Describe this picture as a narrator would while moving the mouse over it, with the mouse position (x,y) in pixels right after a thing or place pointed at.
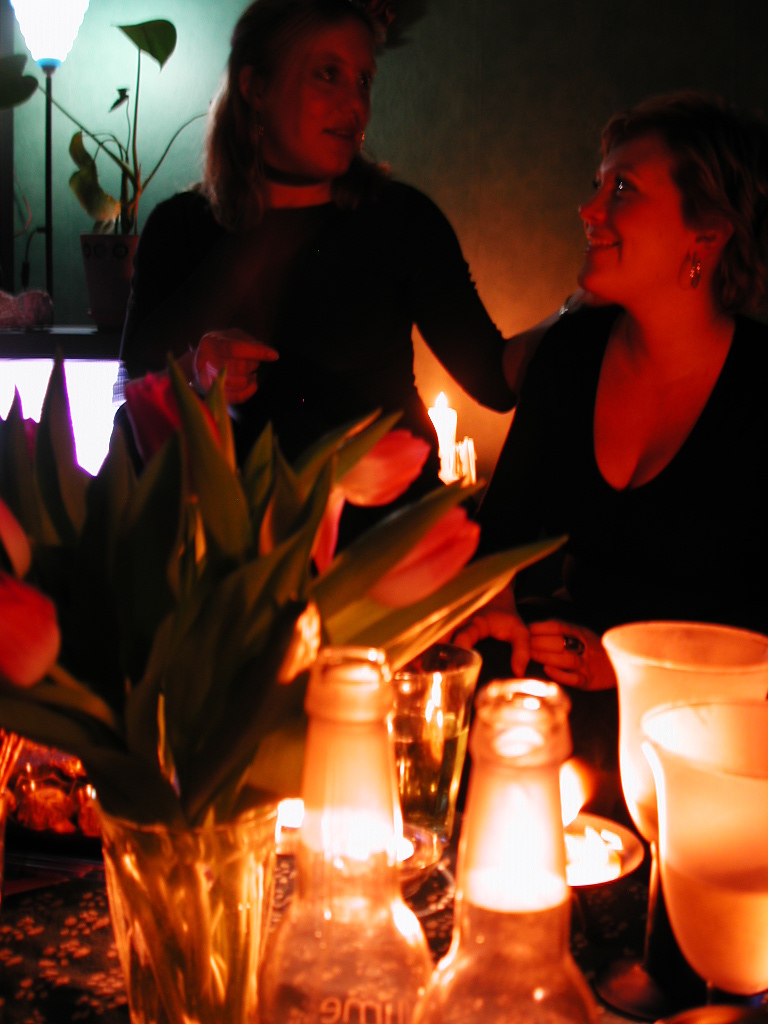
In this picture we can see two woman (666,282) talking to each other and smiling and in front of them we can see vase (185,927) with flower (107,528) in it, bottles (370,749), glasses (664,782) and in background (114,100) we can see wall (158,87).
